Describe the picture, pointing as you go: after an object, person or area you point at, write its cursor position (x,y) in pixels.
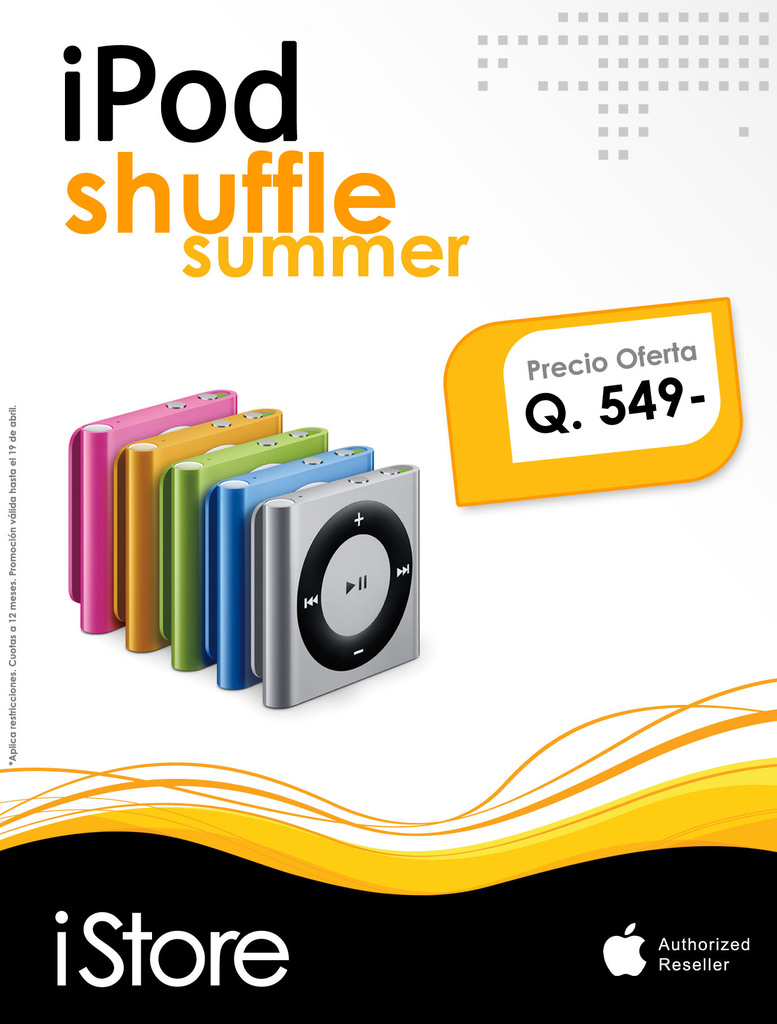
Here in this picture we can see a poster (664,341), on which we can see number of ipods (248,582) and the price (504,489) of it over there and we can see some text (248,177) here and there.
